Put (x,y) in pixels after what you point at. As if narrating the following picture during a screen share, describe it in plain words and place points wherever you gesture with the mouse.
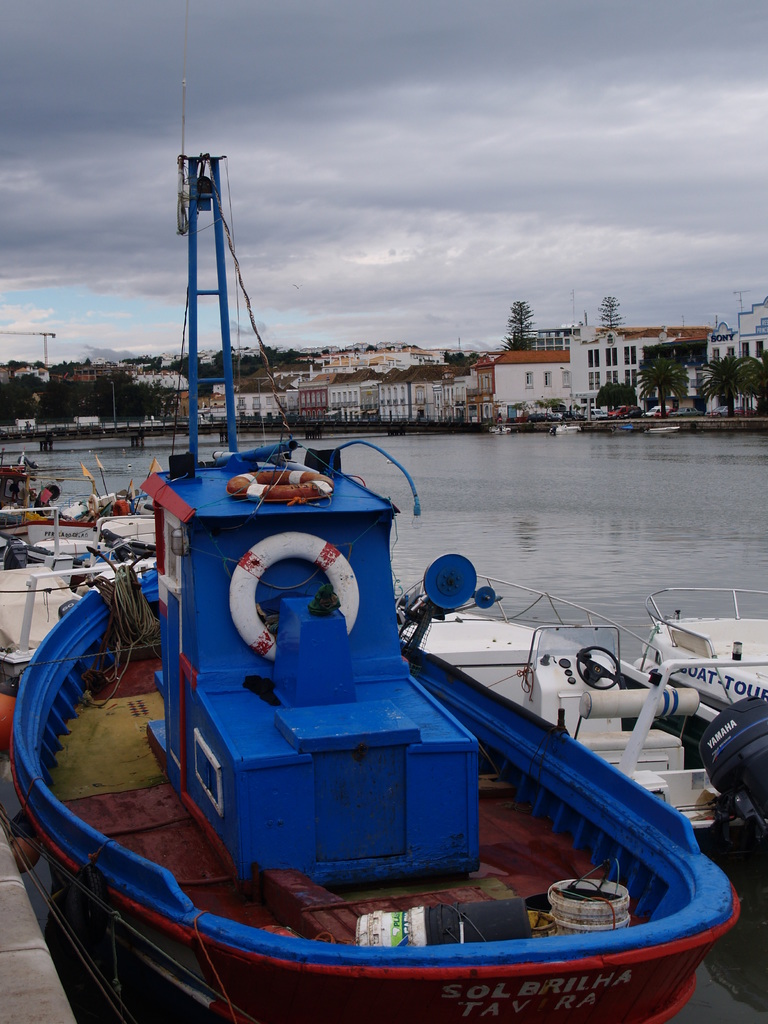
We can see ships (163,498), boats (696,642) and water (556,507). Background (624,382) we can see buildings (379,368), trees (759,368) and sky (440,340) with clouds (313,317).
